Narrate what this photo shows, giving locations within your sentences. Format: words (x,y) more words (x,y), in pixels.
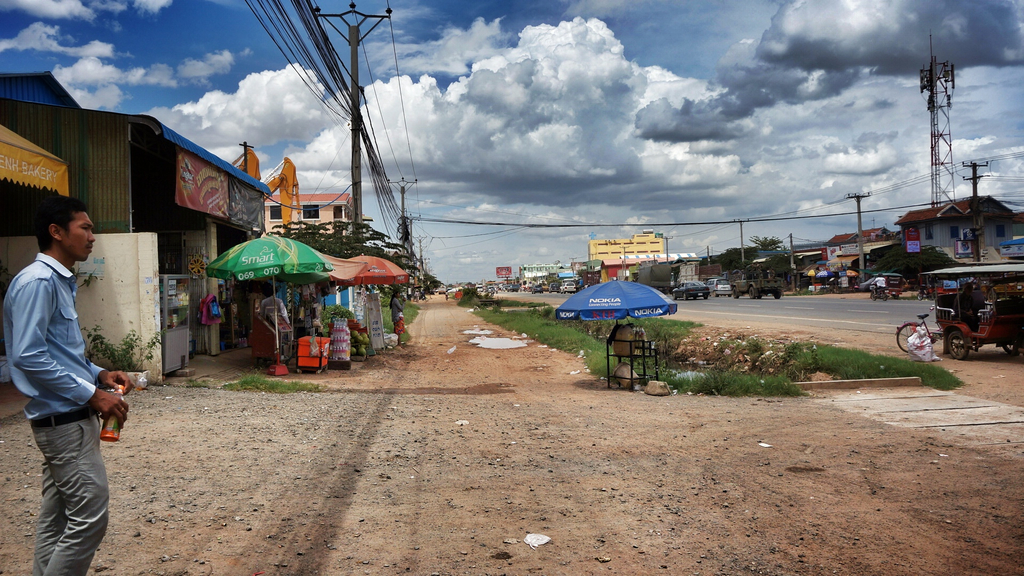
In this picture there are buildings (821,247) on the right (845,285) and left side of the image (13,105) and there is a boy (62,270) on the left side of the image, there is path (519,363) in the center of the image (519,384).
